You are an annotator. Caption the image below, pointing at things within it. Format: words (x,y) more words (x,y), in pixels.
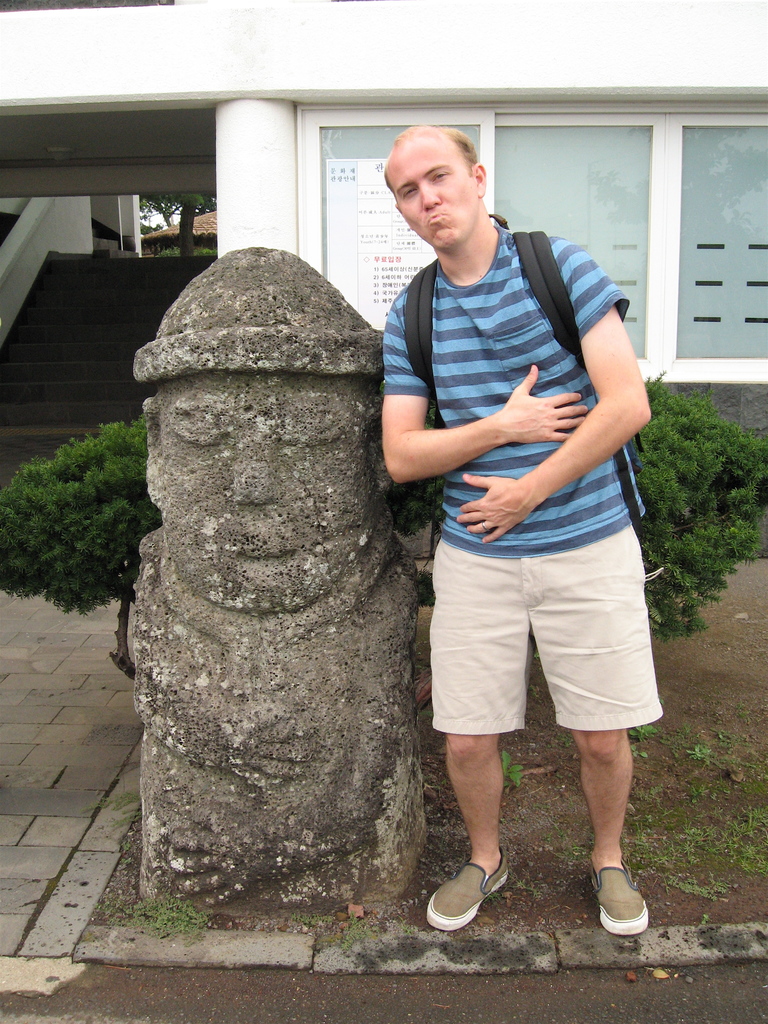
In the center of the image (333,492) we can see statue (324,546) and person (515,487). In the background (725,441) we can see trees (57,480), windows (543,202), stairs (155,267) and building (148,150).
